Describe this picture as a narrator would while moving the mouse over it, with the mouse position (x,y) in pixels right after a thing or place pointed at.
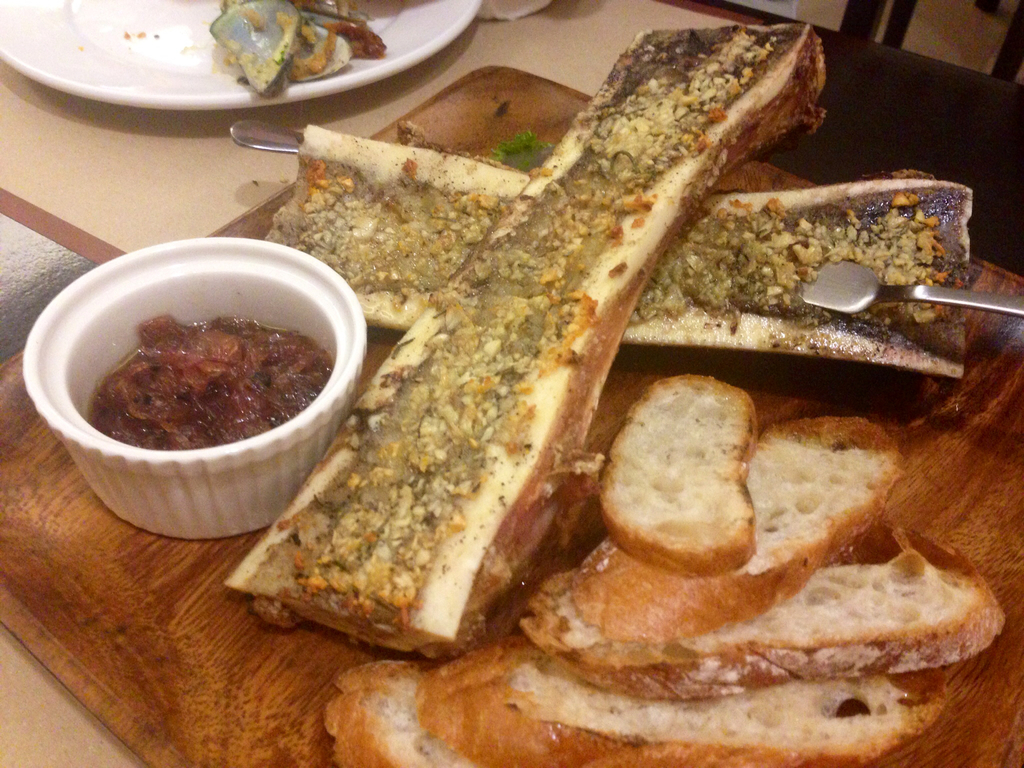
In this picture I can see some eatable items (374,501) are placed in a plate (237,736), which is placed on the table (441,49), behind it we can see one more plate (172,76).
